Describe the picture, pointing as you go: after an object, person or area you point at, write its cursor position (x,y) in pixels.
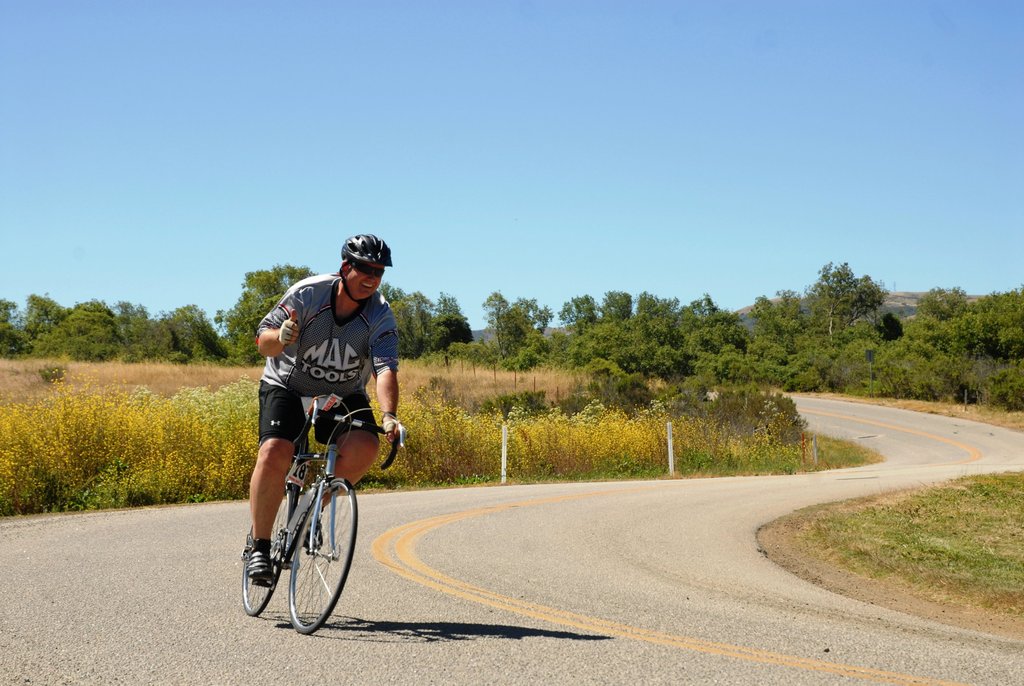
In this image we can see a man (392,434) wearing a helmet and riding a bicycle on the road (642,484) and we can see some plants (481,437) and grass (235,369) on the ground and there are some trees (546,316) in the background (825,303) and at the top (555,43) we can see the sky (535,43).
